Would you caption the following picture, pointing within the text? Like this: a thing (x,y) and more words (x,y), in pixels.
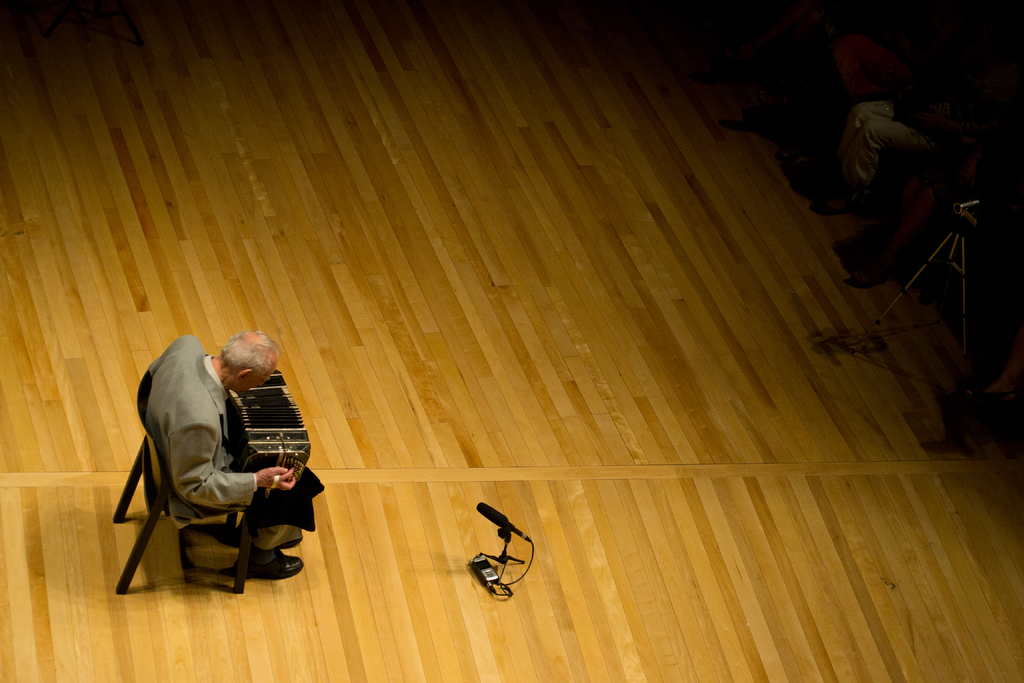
In this picture I can see a man (163,443) seated on the chair (165,476) and playing a bandoneon (273,431) and I can see microphone (495,511) to a stand (508,538) on the floor (488,318) and I can see few people (860,126) seated and I can see a camera (969,211) to the stand (942,242).
